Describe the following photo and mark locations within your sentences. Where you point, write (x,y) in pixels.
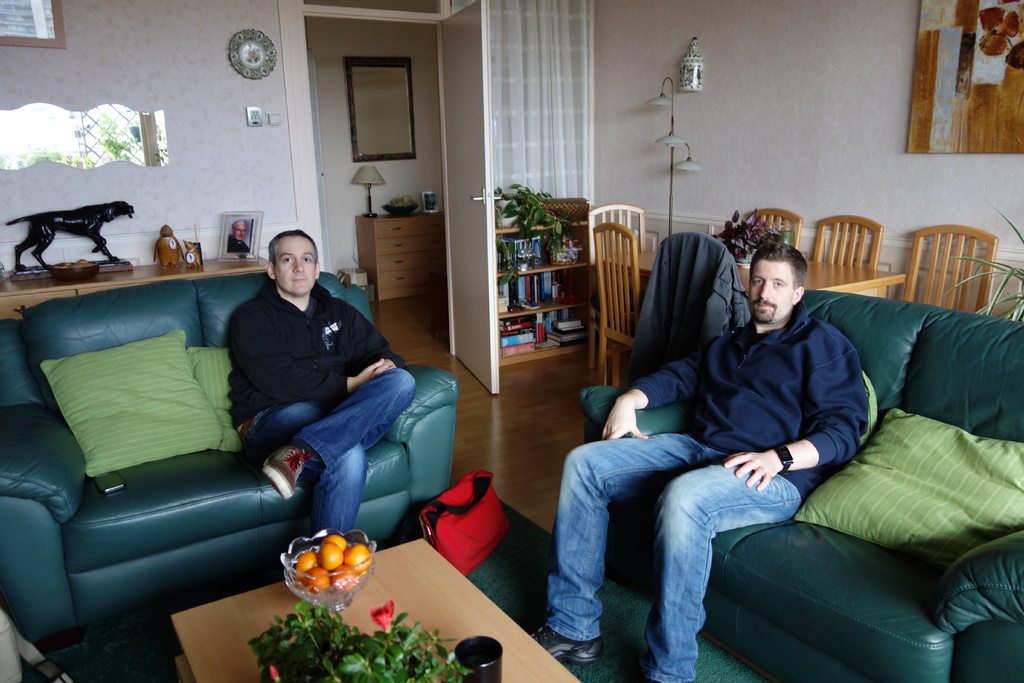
this picture shows a inner view of a house (337,26). and we see two men (797,256) seated on the couch (978,682) and we see few chairs (629,248) and a table (870,272) with a plant (757,231) on it and we see some toys (97,241) and a frame (946,1) on the wall (948,157) and some fruits (339,573) in the bowl (316,598).
